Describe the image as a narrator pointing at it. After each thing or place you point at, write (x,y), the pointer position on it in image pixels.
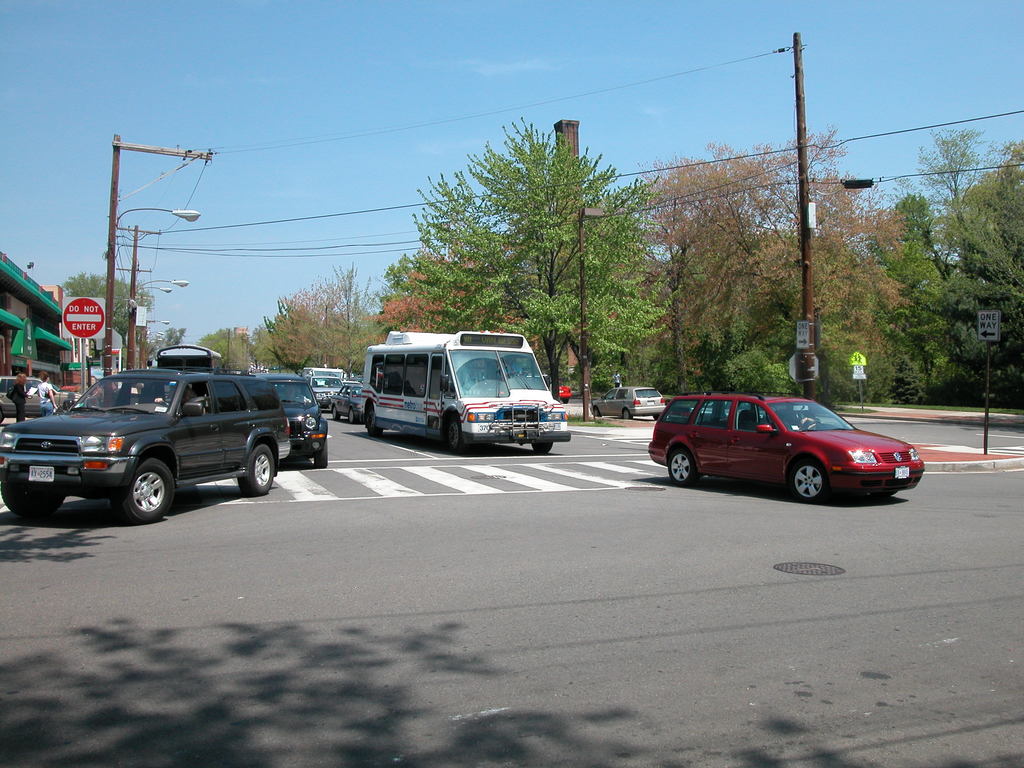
This image is taken outdoors. At the top of the image (78,147) there is the sky (190,114) with clouds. At the bottom of the image (604,611) there is a road (194,555). In the background (224,346) there are many trees (524,318) with leaves (671,240), stems (672,285) and branches (938,286). There is a tower (577,135). In the middle of the image (585,368) there are a few poles (111,209) with street lights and there are a few sign boards (88,324). A few vehicles (187,398) are moving on the road (917,494). On the left side of the image (148,412) there are a few buildings (63,358) and a car (6,406) is parked on the road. There are two people (49,393).
